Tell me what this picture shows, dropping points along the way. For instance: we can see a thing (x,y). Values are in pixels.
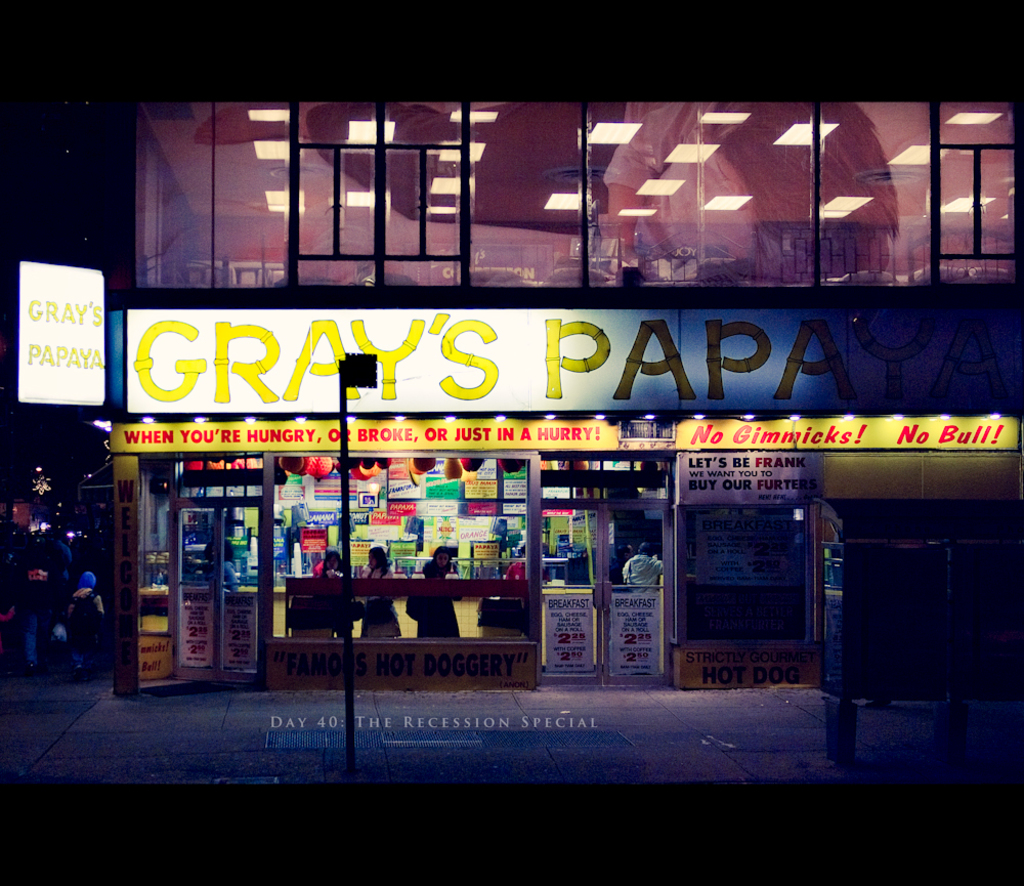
In the center of the image (630,579) we can see group of persons (423,629) in a building (512,558) with doors (645,586), sign boards (639,408) with some text (651,333), a group of lights (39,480). In the foreground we can see light pole (368,382). In the background (23,575), we can see some persons (86,589) standing on the ground (103,659) and the sky (61,199).
